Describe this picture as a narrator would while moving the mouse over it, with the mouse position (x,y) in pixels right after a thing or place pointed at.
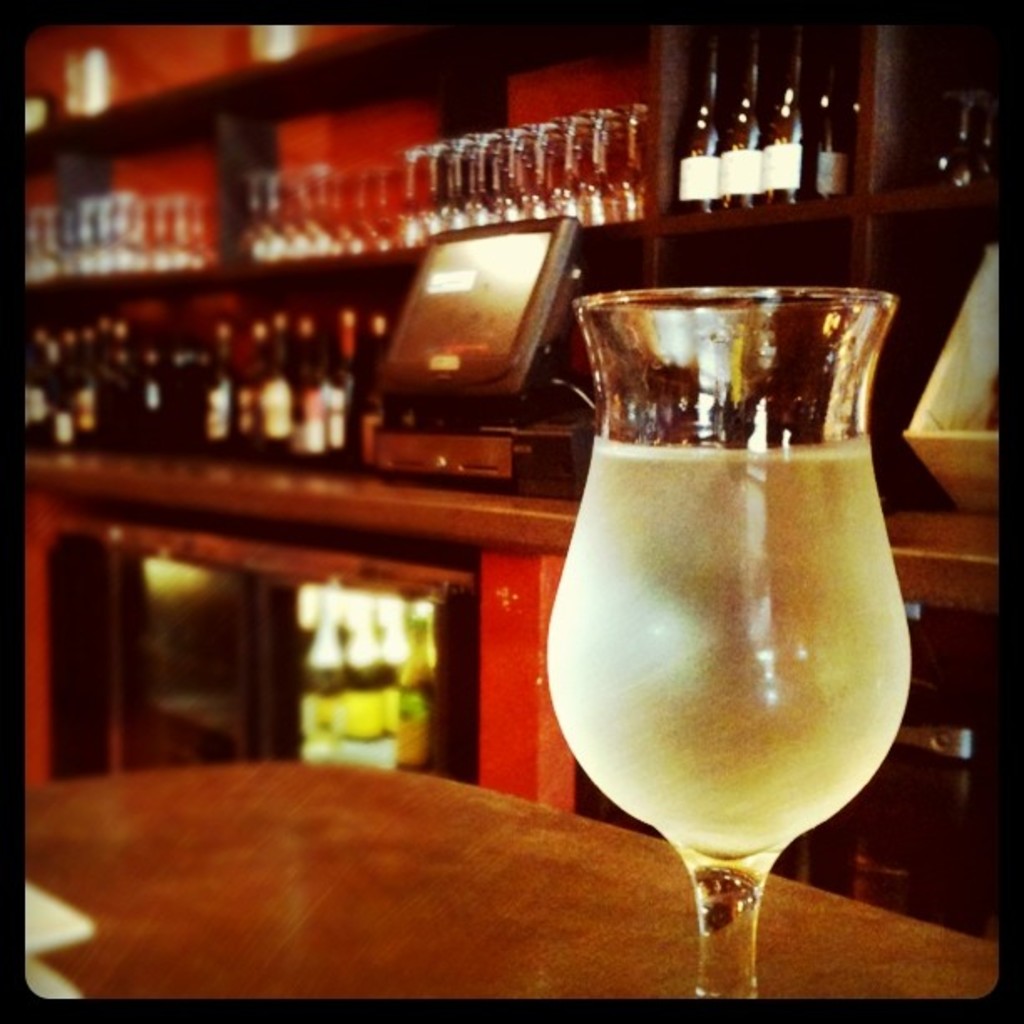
In this picture I can see wine glass (733,712). I can see table (290,871). I can see alcohol bottles (180,395). I can see an electronic devices (460,381).
